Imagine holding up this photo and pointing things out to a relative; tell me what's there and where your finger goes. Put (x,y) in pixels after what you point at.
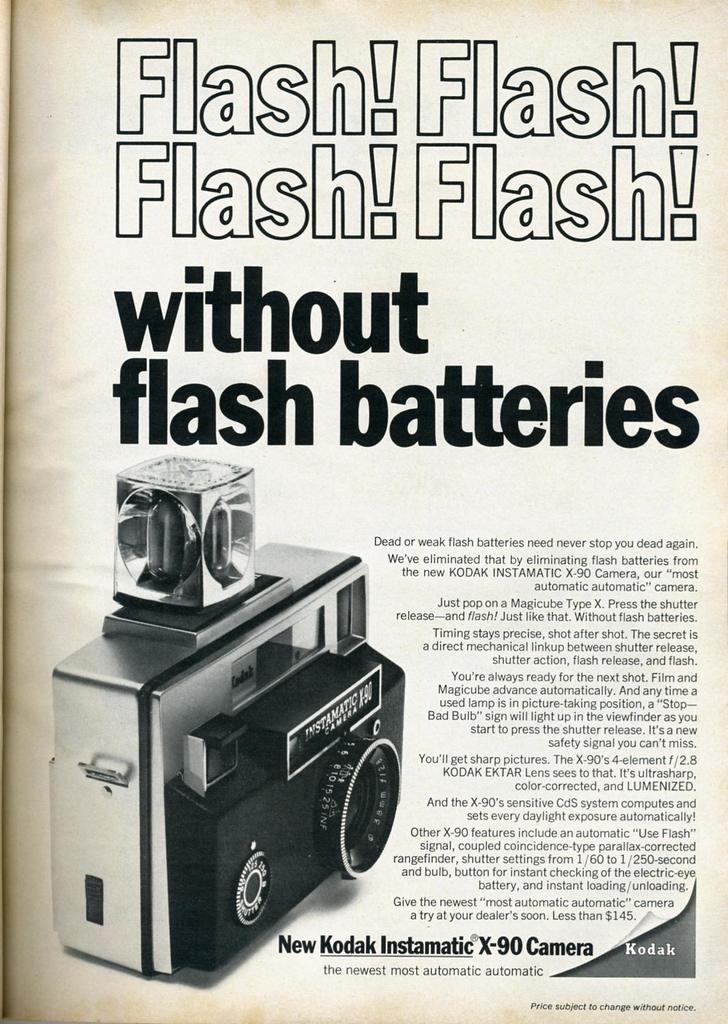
In this picture we can see a page (580,919), where we can see a camera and some text (577,871) on it.
